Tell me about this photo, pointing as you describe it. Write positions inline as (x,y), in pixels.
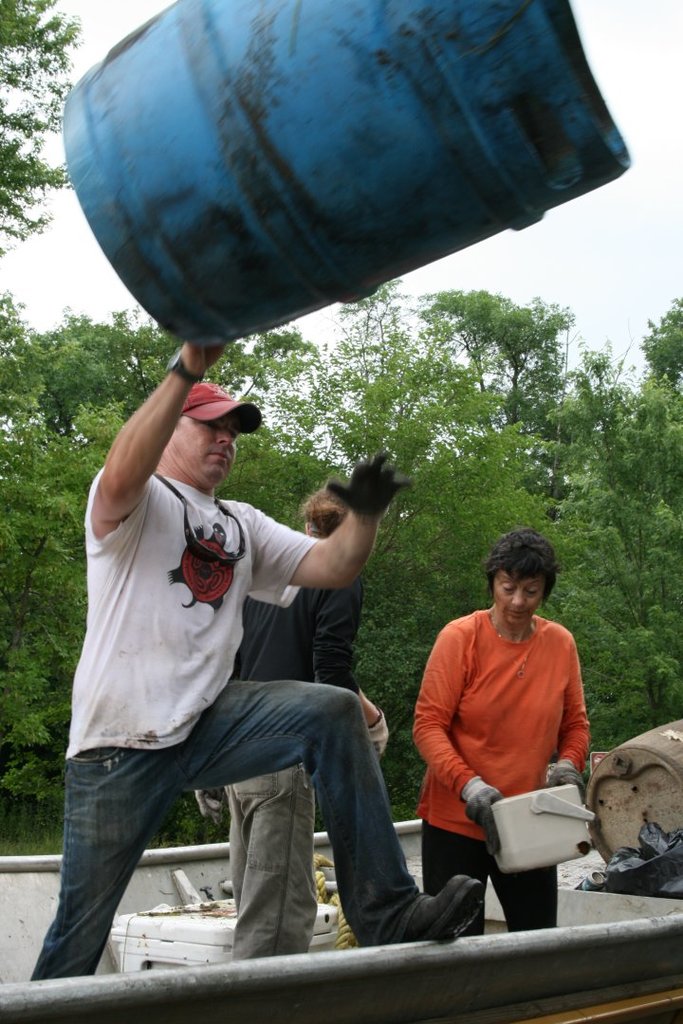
In this image we can see three people (253,701) standing on the boat (315,972). On the left side (218,758) there is a person (139,705) holding a drum (303,201), beside this person (317,717) there is another lady (519,690) holding an object (553,823) in her hand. In the background (446,479) there are trees (572,464) and sky (594,270).
